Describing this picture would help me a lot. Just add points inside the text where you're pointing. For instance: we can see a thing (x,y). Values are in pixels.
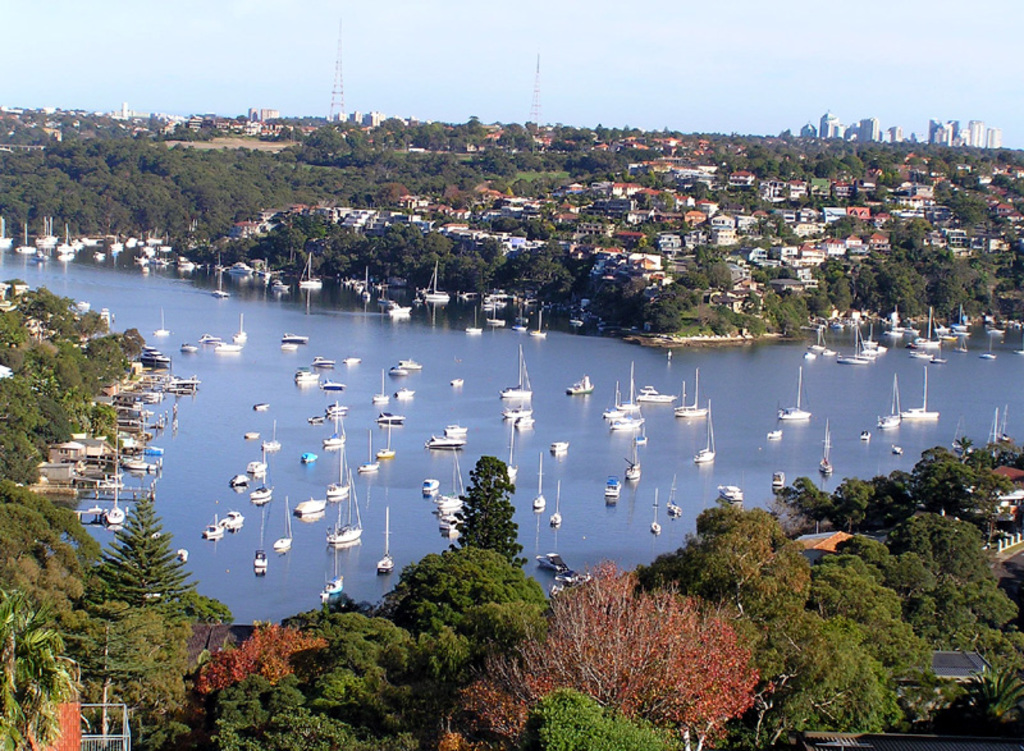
In this image I can see few trees (481,633) which are green and orange in color, few buildings (785,217), the water (382,510) and few boats (308,510) on the surface (428,416) of the water (490,419). In the background (768,221) I can see few buildings (719,221), few towers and the sky (696,103).
